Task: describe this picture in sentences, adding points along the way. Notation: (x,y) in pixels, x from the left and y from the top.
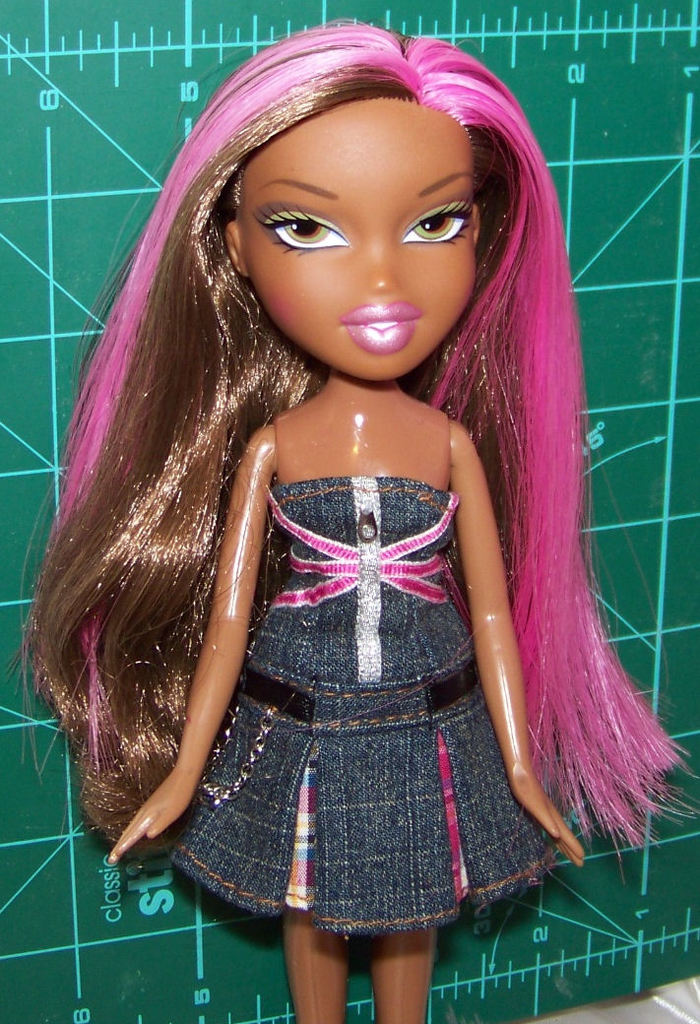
In the middle of this image (430,649), there is a doll (284,569) of a girl (458,281). In the background (13,119), there is a green color board (25,142), on which there are lines (51,260).
